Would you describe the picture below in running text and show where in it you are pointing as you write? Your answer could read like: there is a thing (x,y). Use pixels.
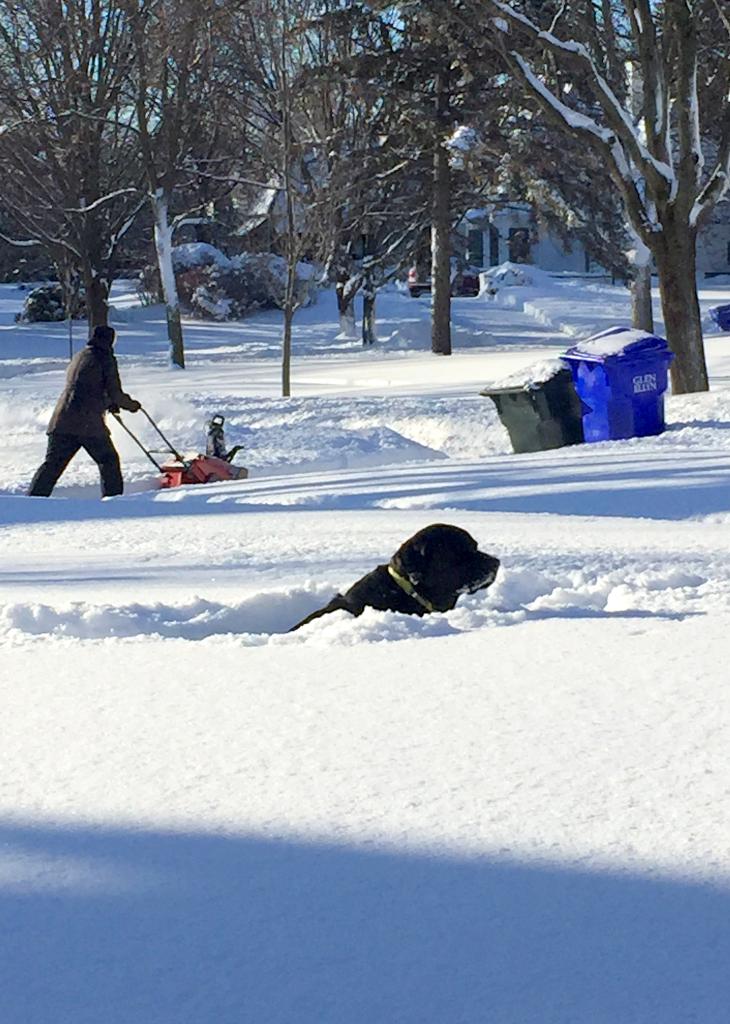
In this image I can see ground (357,558) full of snow (9,684). Here I can see a black colour dog (405,593) and in the background (92,293) I can see one person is standing, an orange colour machine (234,477), few containers (520,405), number of trees (588,241), a building (482,215), shadows (461,308) and here I can see something is written.
